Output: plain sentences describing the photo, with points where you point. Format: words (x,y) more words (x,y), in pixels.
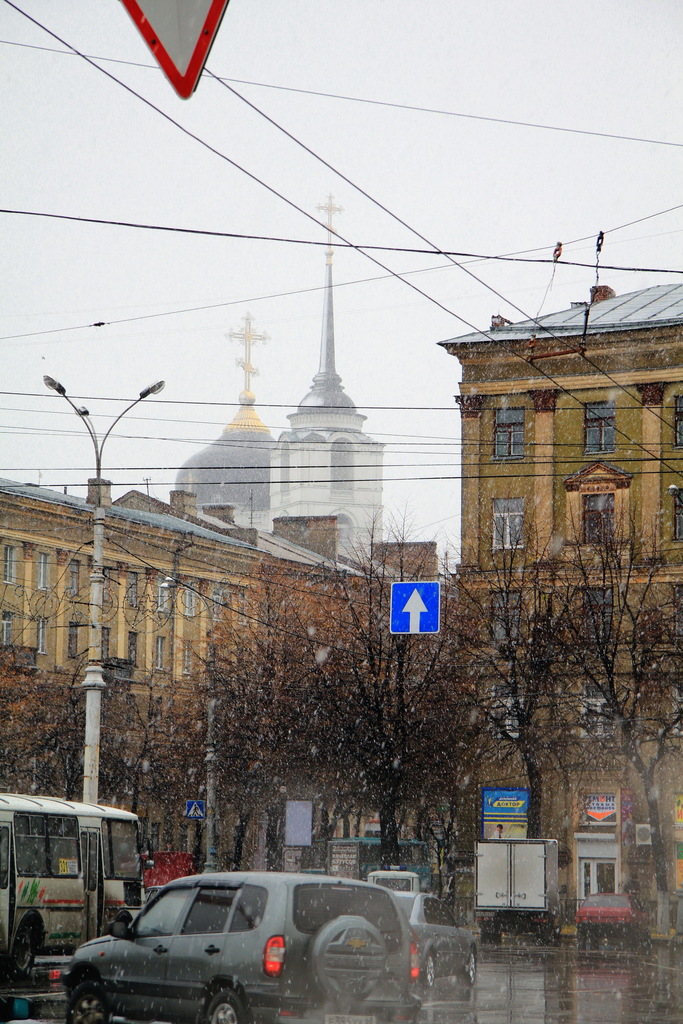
This is an outside view. At the bottom (304,892) there few vehicles (98,873) on the road (658,946). On the left side (101,663) there is a light pole (86,733). On the right side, I can see few boards (517,791). In the background (488,739) there are many trees (354,696) and buildings (625,514). At the top of the image (346,99) I can see the sky (274,160) and also there are few cables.
